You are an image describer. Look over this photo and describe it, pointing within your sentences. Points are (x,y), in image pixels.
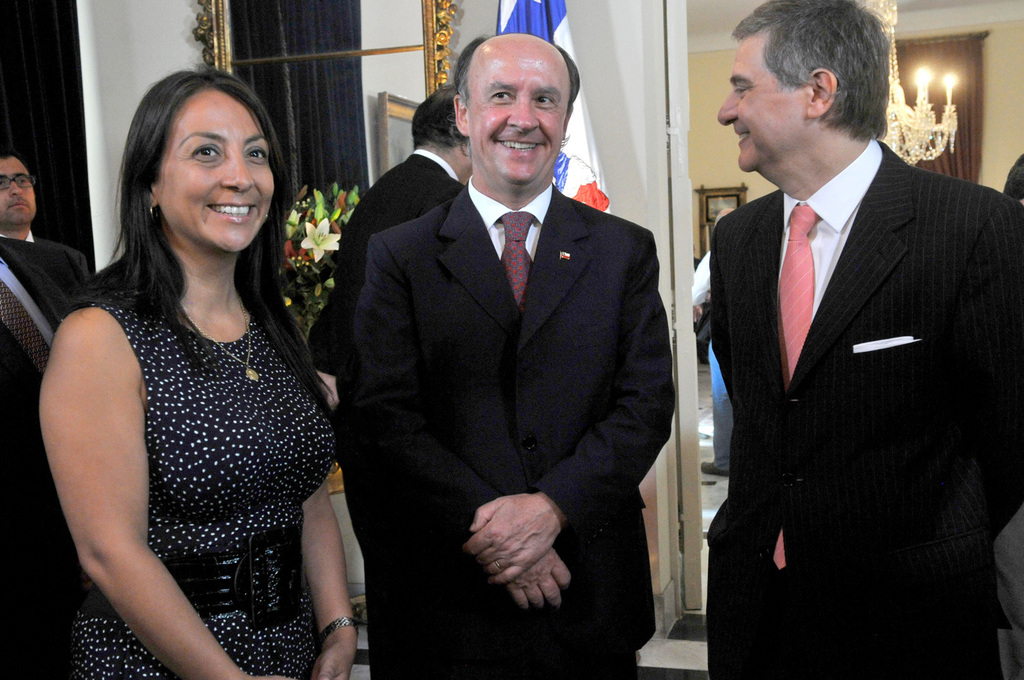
In the image we can see there are people (573,283) standing and men (525,330) are wearing formal suits (860,424). Behind there is a flag (554,22) and there are flowers (320,250) kept in the vase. There is chandelier (954,85) on the top (898,80).
